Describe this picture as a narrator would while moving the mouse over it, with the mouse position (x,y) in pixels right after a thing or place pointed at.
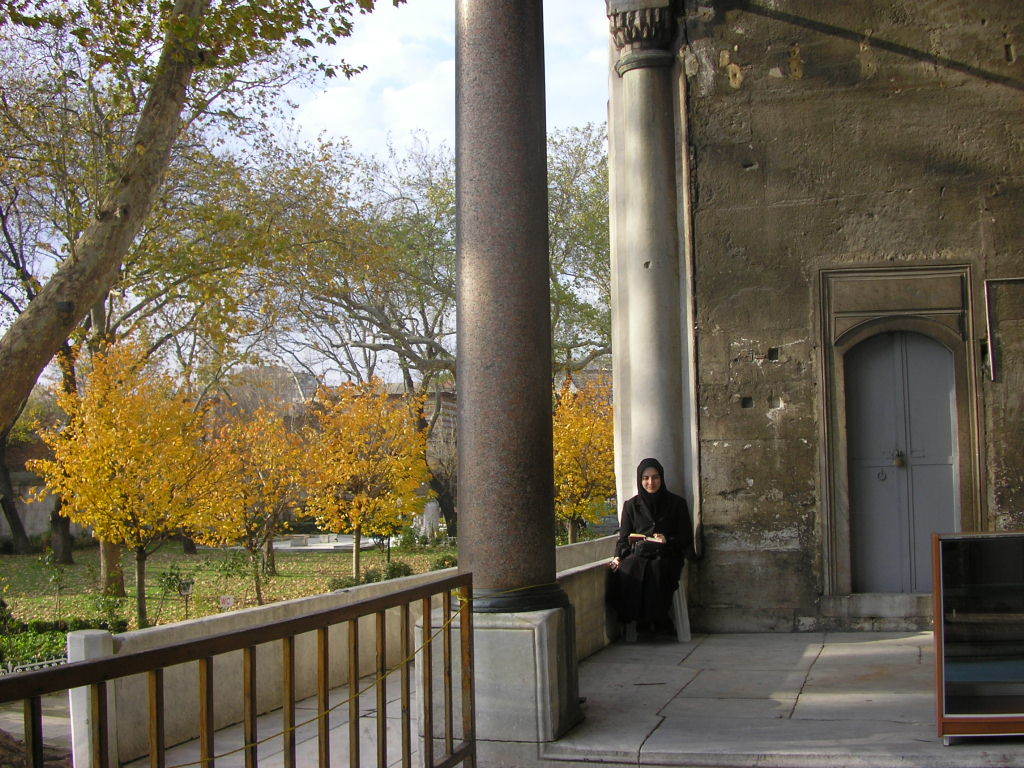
In this image I can see a woman (668,543) sitting on the chair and looks like she is holding a book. There is a metal fence (352,632) on the bottom left side (321,637). Here we can see the door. Here we can see the trees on the left side (328,459). There are clouds (414,106) in the sky (349,108).
